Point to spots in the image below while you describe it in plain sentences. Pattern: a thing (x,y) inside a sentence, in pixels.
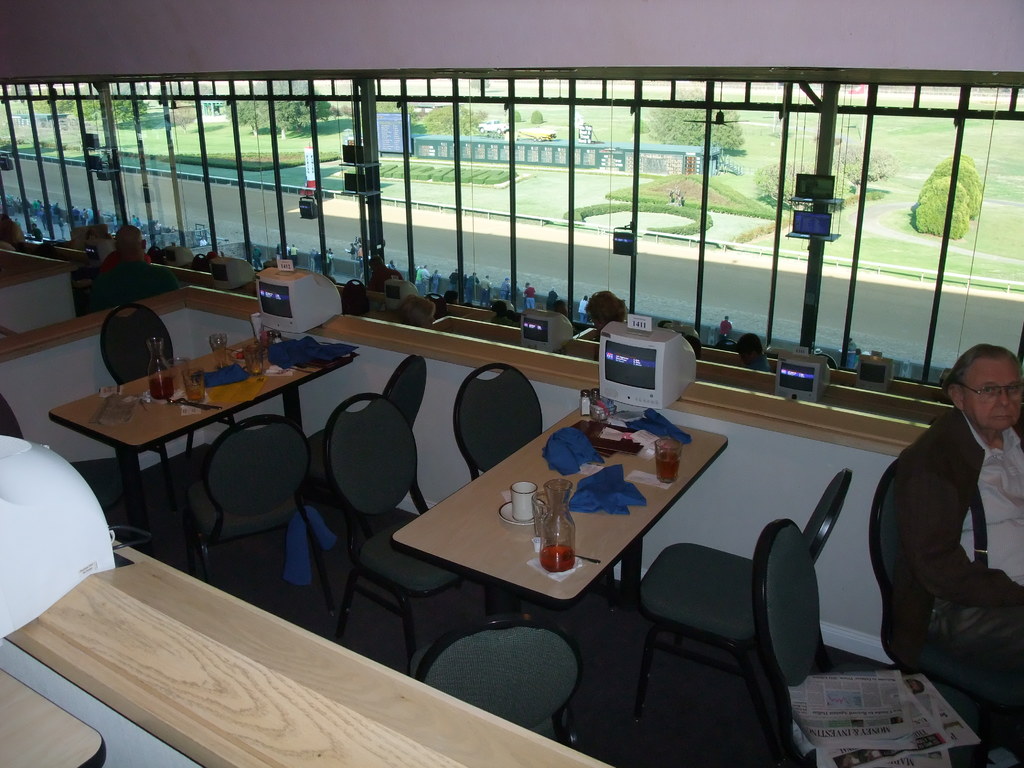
In the picture we can see a table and chairs (347,463) and a man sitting on a chair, near the table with some papers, computer systems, glasses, blue tissues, cups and saucers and we can also see from the window (26,99) a building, garden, trees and plants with some people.
